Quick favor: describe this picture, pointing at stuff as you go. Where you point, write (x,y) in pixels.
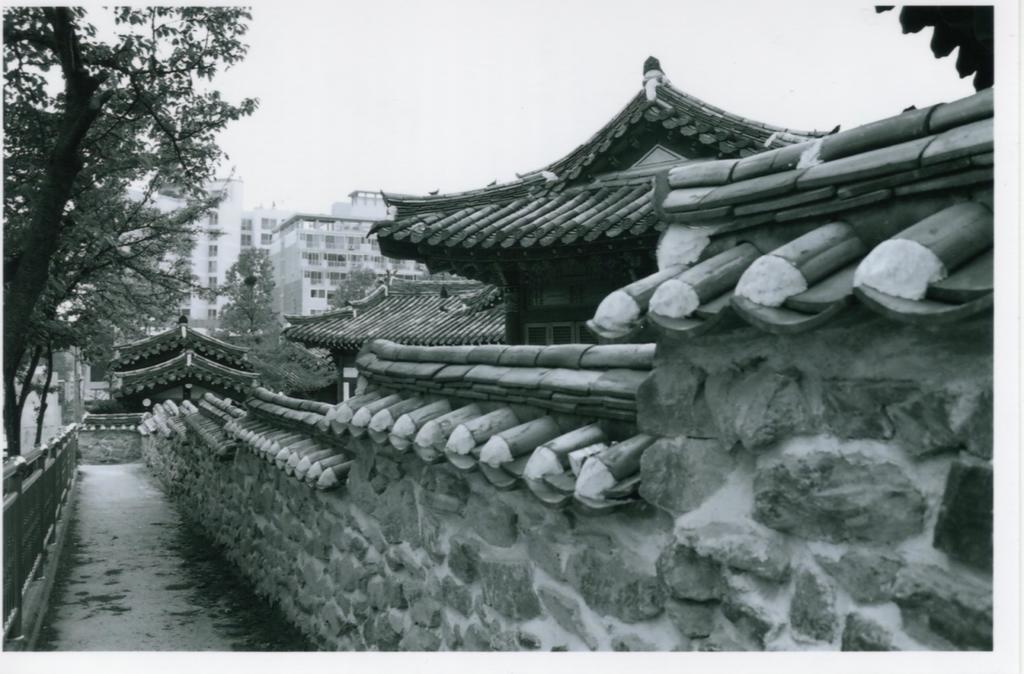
In the image there is a path (140,535) on the left side (139,613) with a wall (458,516) beside it followed by buildings (464,292) in the background (215,242) and trees (106,162) on either side and above its sky (496,87).
